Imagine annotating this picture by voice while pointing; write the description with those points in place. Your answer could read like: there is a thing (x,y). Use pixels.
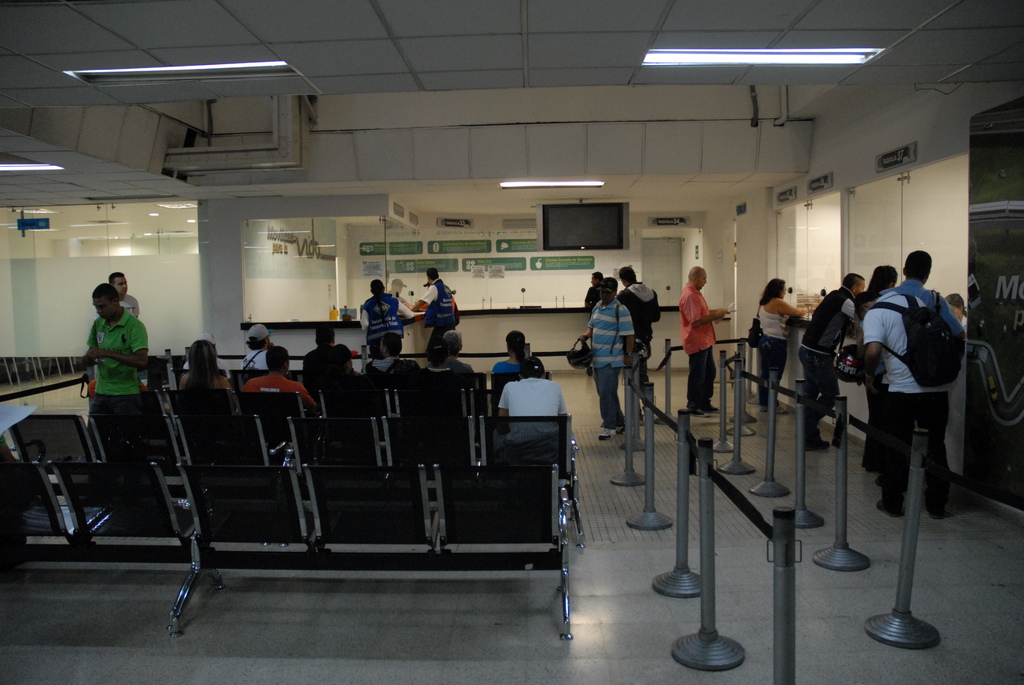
In this image we can see a group of people (764,368) are standing on the floor (765,633), there are group of people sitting on the chairs (249,518), there is a fence (792,641), there is a counter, there is a television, there are lights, there is a table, there is a glass door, there is a wall (553,294) and boards (478,243) on it.
